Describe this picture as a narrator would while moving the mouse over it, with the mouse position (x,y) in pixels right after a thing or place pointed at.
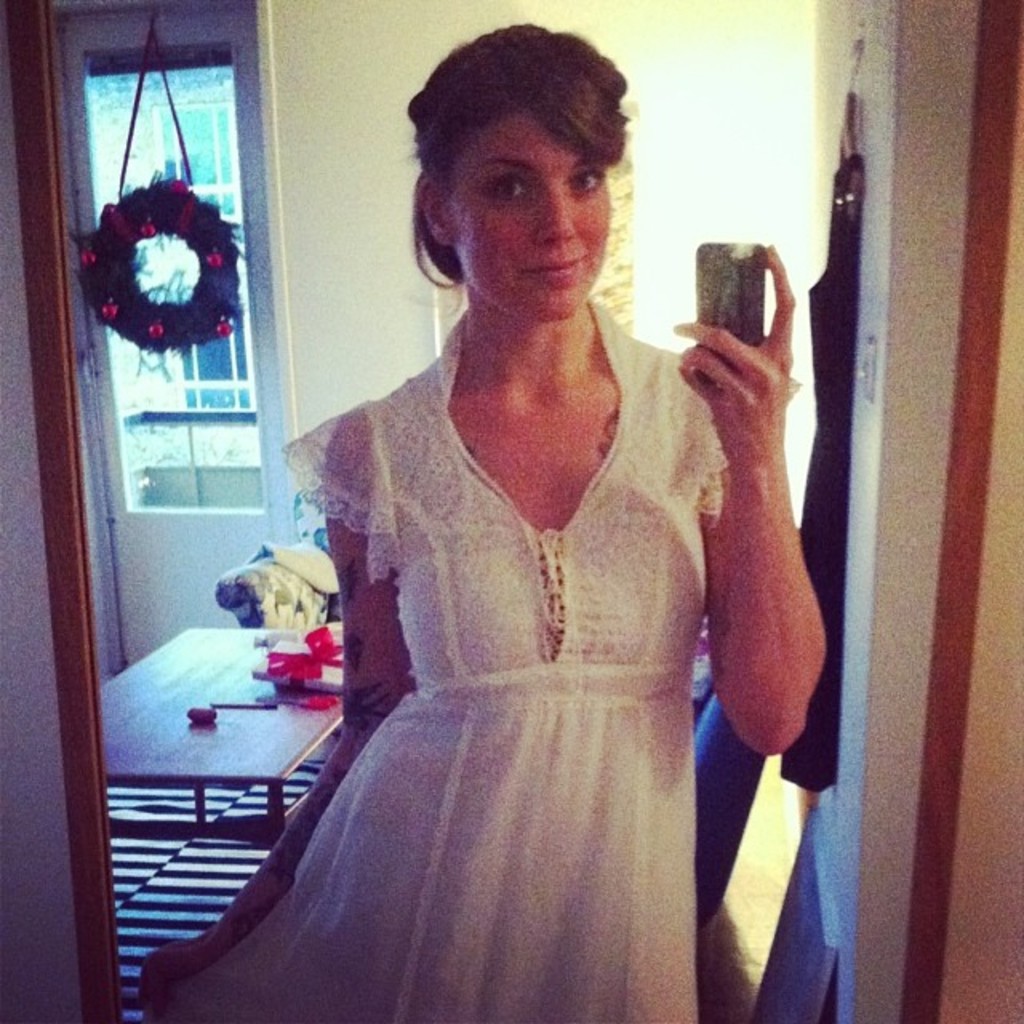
In the image there is a mirror (80,67) and there are reflections (519,629) of a woman (552,547), table (234,696), sofa (272,575), wall (398,176), window (212,395) and few other objects (169,314) in the mirror (190,524).
